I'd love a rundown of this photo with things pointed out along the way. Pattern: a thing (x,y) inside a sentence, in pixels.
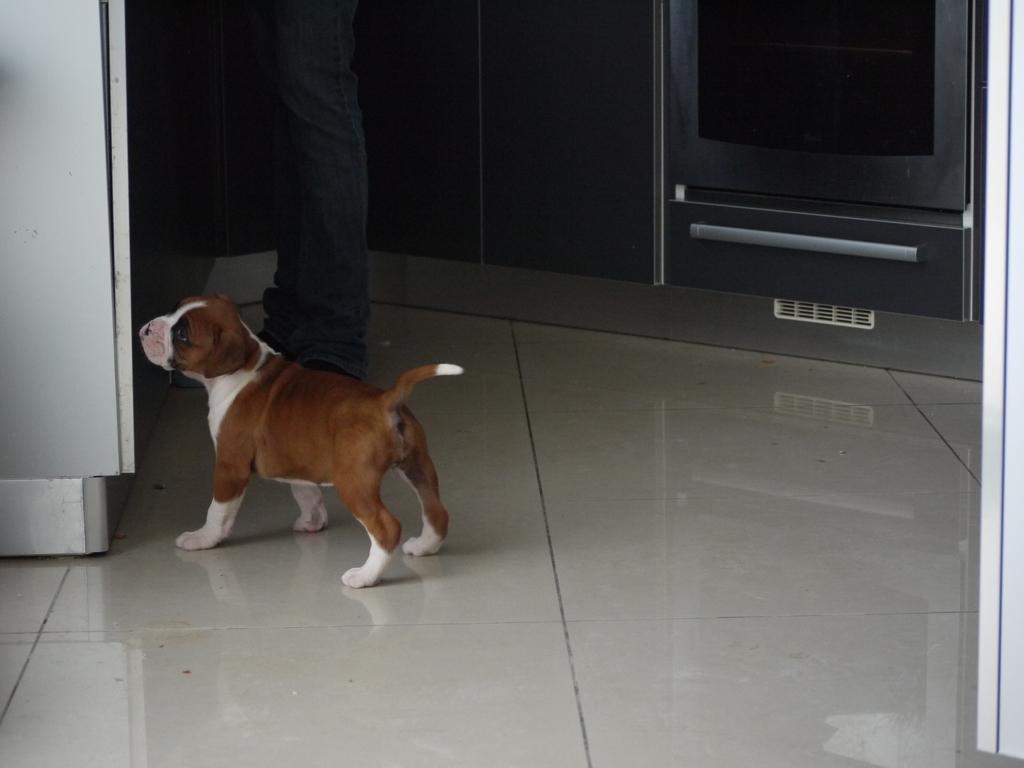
In this there is a dog (328,417) in the center (359,457) and there is a person (317,195). On the left side (92,191) there is a fridge (84,273) and on the right side (872,233) there is a cup board (611,178).
